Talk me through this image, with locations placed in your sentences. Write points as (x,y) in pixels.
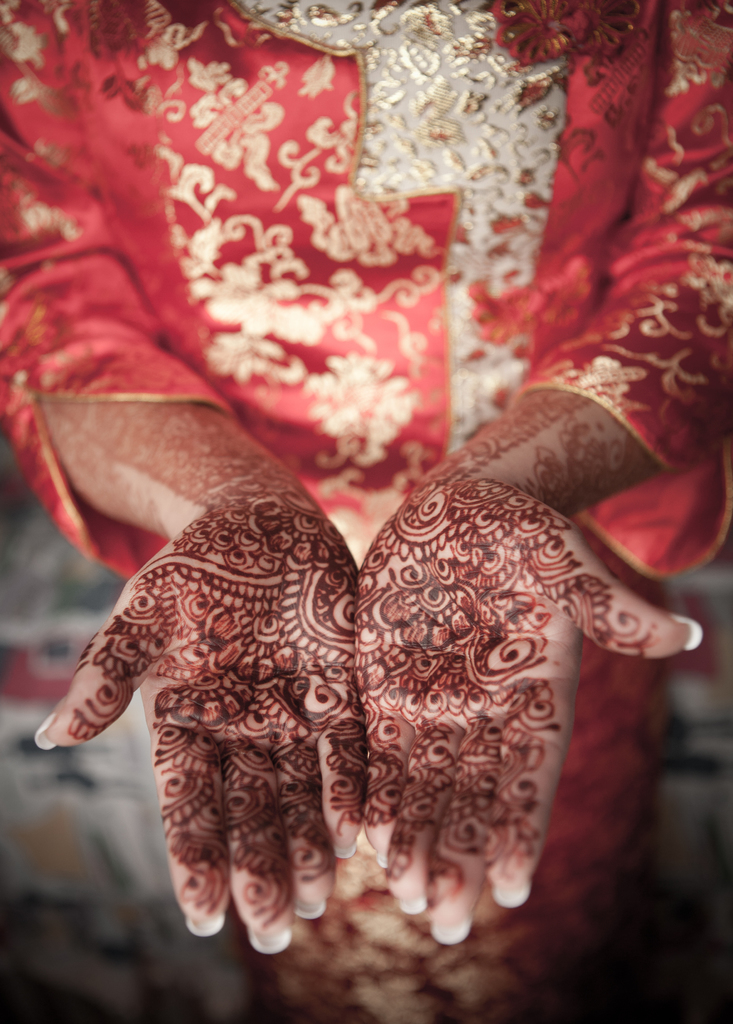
In this image I can see the person (297,377) and the person (336,600) is wearing red and gold color dress (282,272).
